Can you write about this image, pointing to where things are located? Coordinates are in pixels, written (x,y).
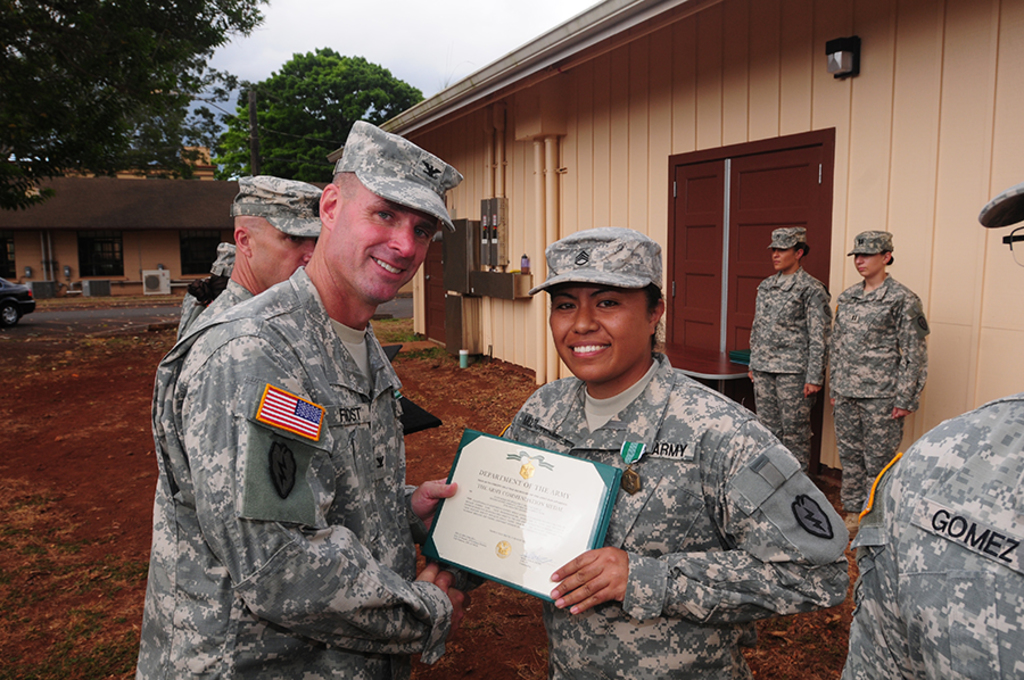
Here in this picture in the front (350,435) we can see two person (201,660) standing on the ground (479,678) and both of them are wearing military dress (320,407) and caps (557,276) on them and smiling and they are holding a certificate (494,508) in their hands (429,503) and behind them also we can see other number of people (288,267) also standing on the ground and beside them we can see a house (609,170) with windows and doors (717,245) present and in the left side (10,295) we can see a car (25,295) present and behind the house (214,187) we can see trees (165,143) present and we can see the sky (229,96) is cloudy.
